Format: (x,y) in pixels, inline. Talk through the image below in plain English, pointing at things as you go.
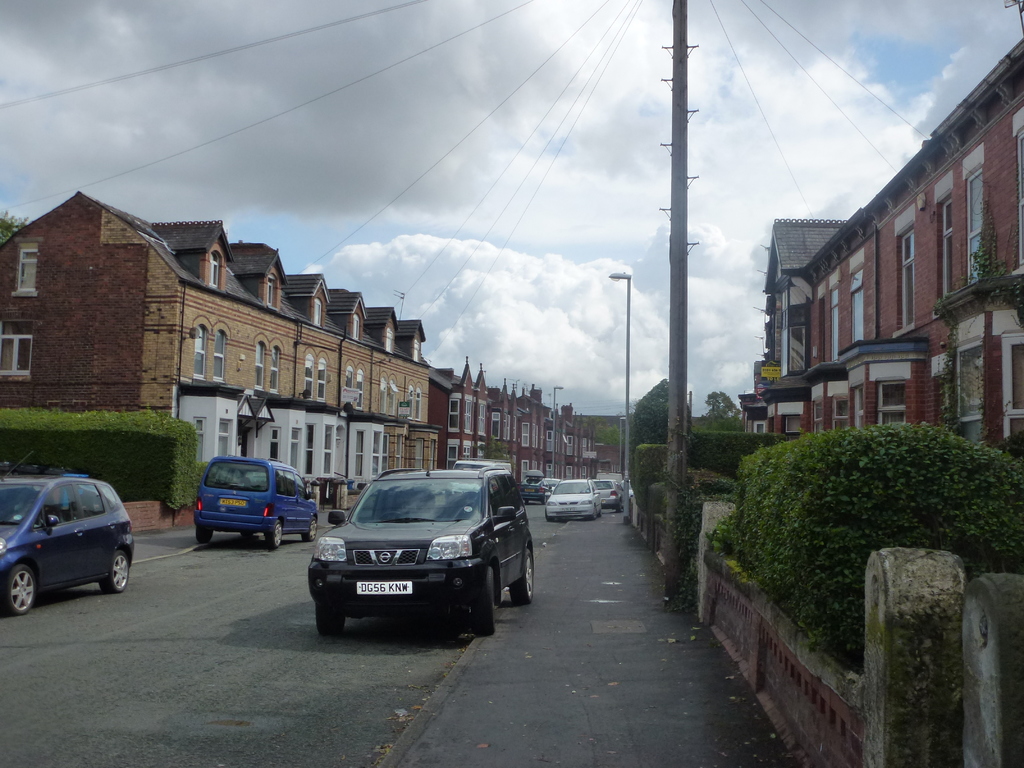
In the image there are few cars (420,544) parked on the road (195,633) with buildings (185,369) on either side of it with trees (662,392) in front of it and above its sky (463,148) with clouds (644,137).
